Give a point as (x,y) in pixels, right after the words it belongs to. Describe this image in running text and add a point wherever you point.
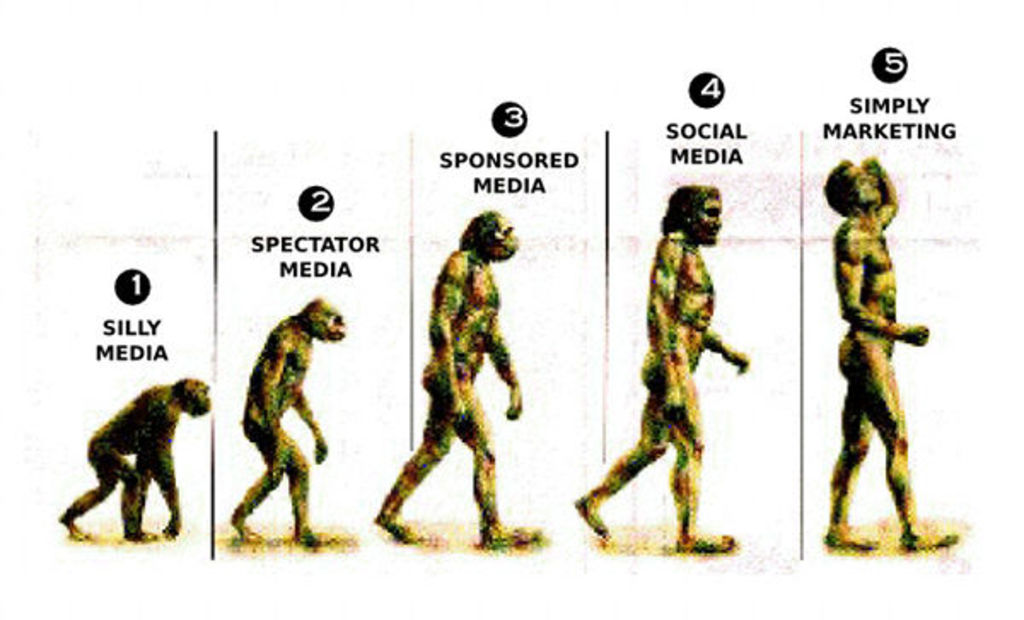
This image consists of five stages of early man (434,367). At the top of this image (521,167) there is some text (297,248) and numbers (690,95).
